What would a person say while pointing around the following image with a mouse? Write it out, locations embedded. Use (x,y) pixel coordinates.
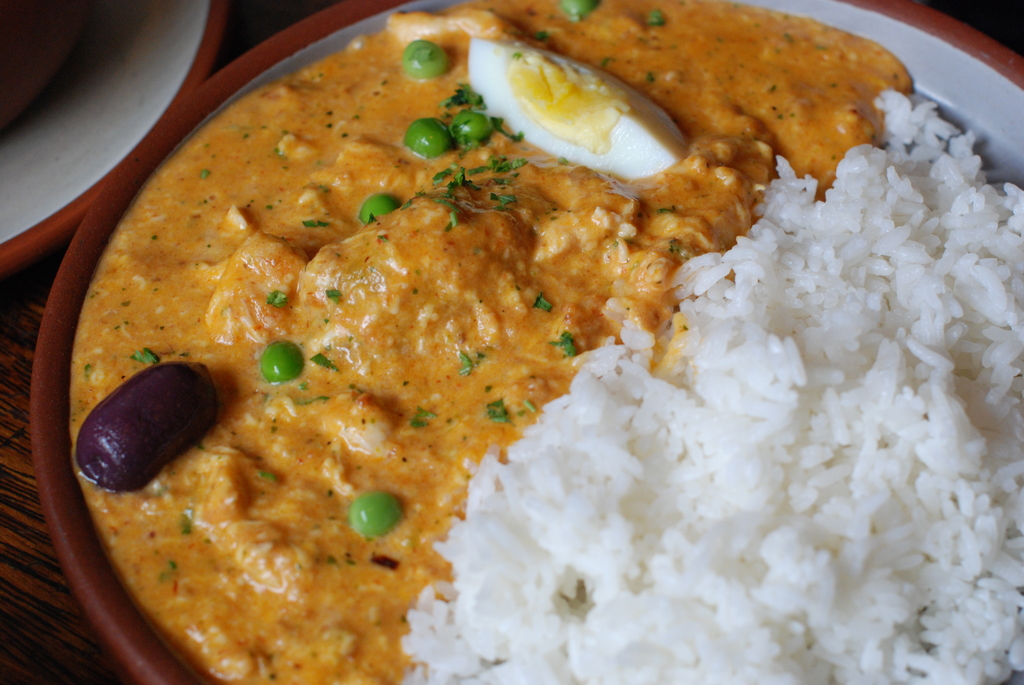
In this picture we can see food (580,308) in the plate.
